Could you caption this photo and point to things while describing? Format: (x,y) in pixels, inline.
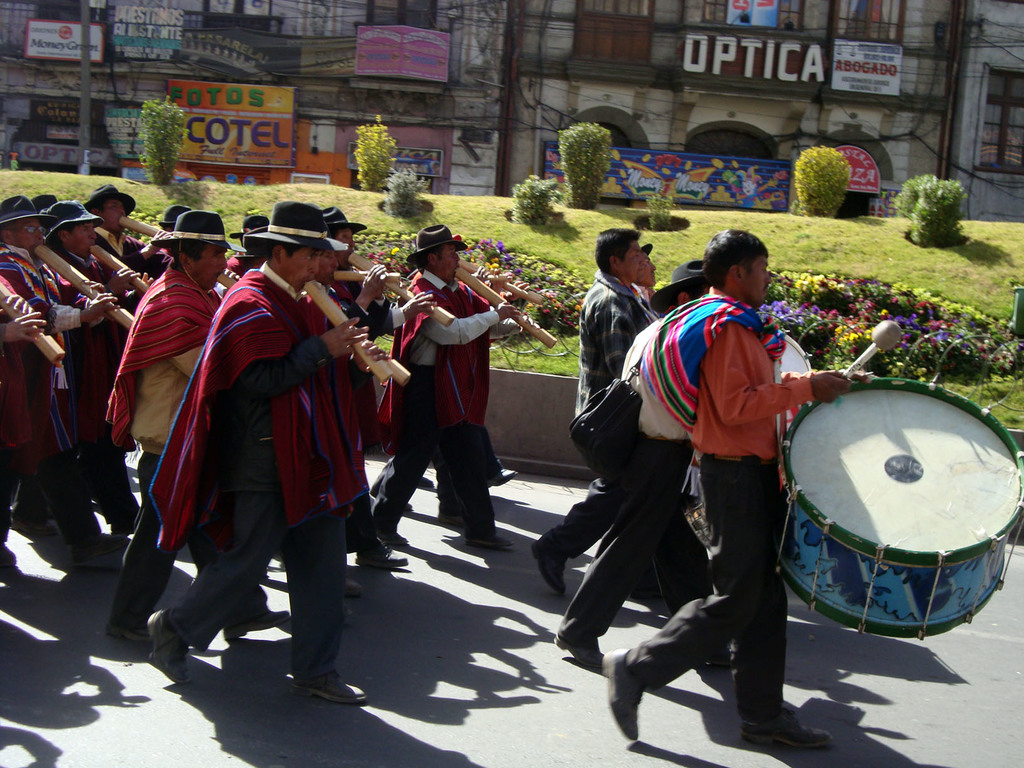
There are group of persons (270,318) playing music and there are trees (586,161), grass (561,228) and buildings (579,98) beside them.
